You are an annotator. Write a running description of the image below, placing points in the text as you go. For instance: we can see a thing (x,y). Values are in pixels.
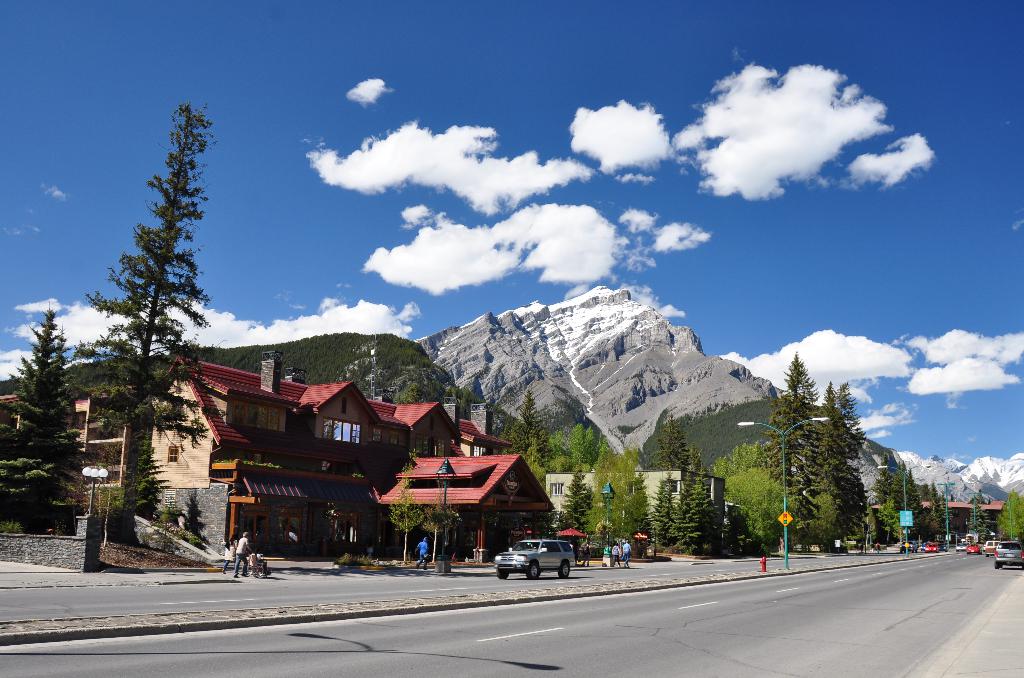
In this image I see the road (868,583) on which there are few vehicles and I see the light poles (904,485) and I see number of trees (59,387) and I see the buildings (251,465) over here and I see few people (624,552). In the background (898,458) I see the snowy mountains (599,389) and the cloudy sky (707,189).
